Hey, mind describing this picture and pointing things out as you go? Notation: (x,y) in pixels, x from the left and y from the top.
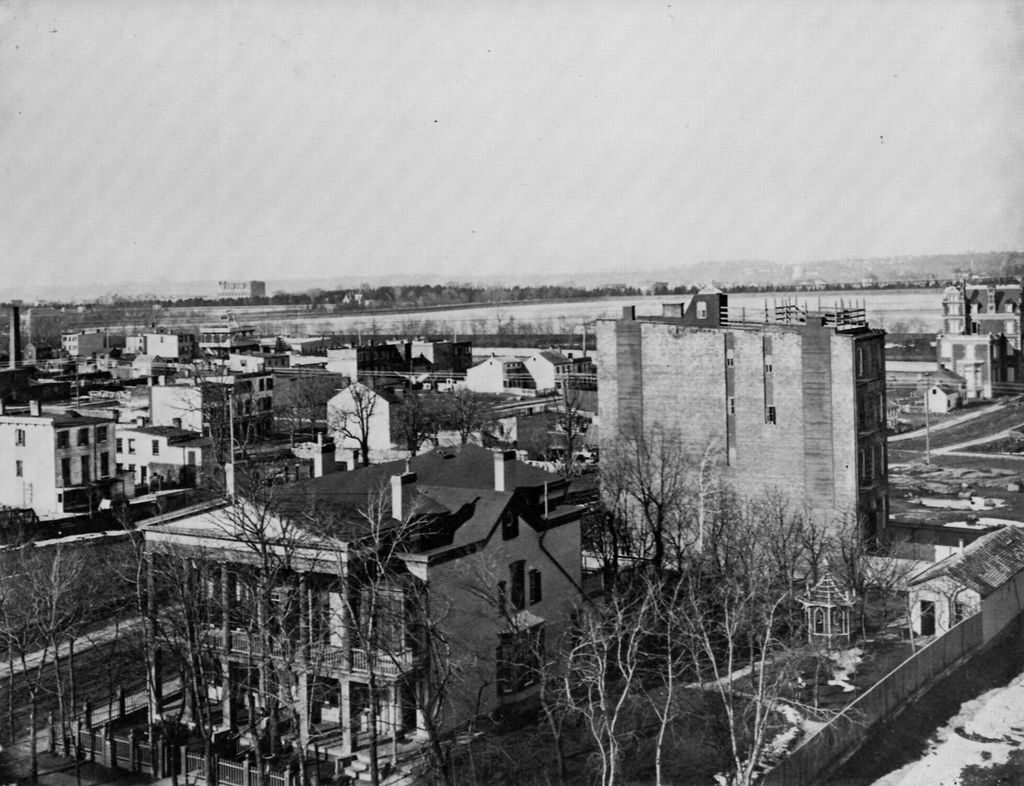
In the image I can see the top view of a place where we have some houses (488,545), buildings (575,573), trees (830,559) and plants (830,559).
